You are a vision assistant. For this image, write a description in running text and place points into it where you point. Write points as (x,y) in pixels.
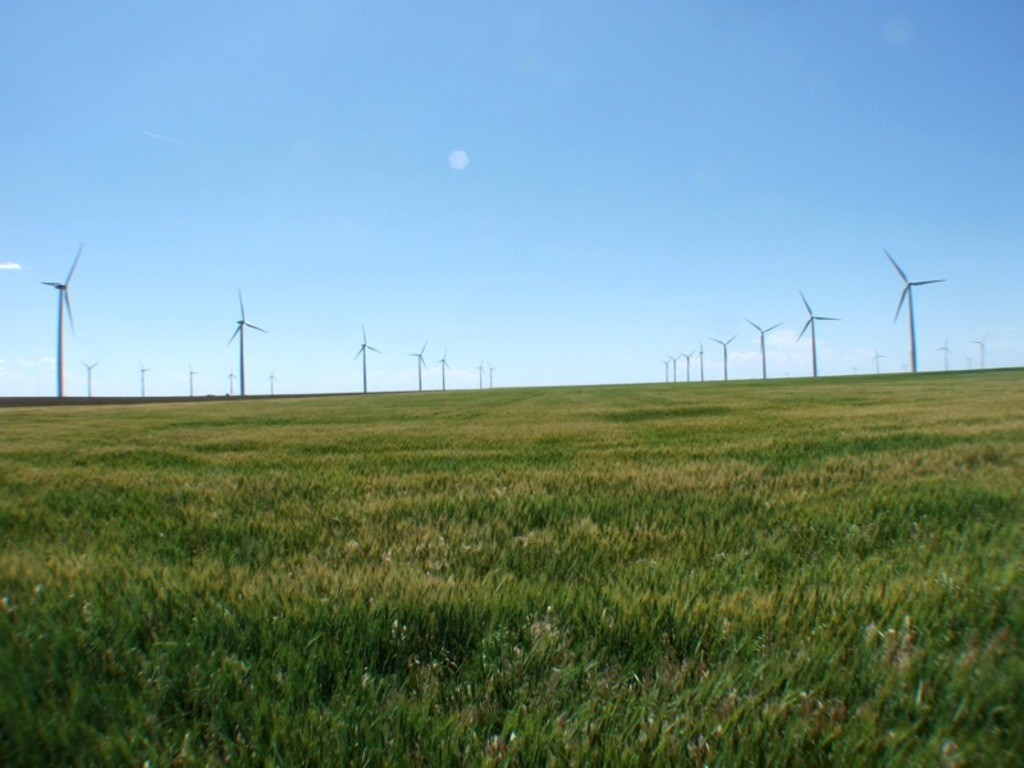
In this image, I can see the fields (899,447) and windmills (62,362). In the background (459,163), there is the sky (478,200).
